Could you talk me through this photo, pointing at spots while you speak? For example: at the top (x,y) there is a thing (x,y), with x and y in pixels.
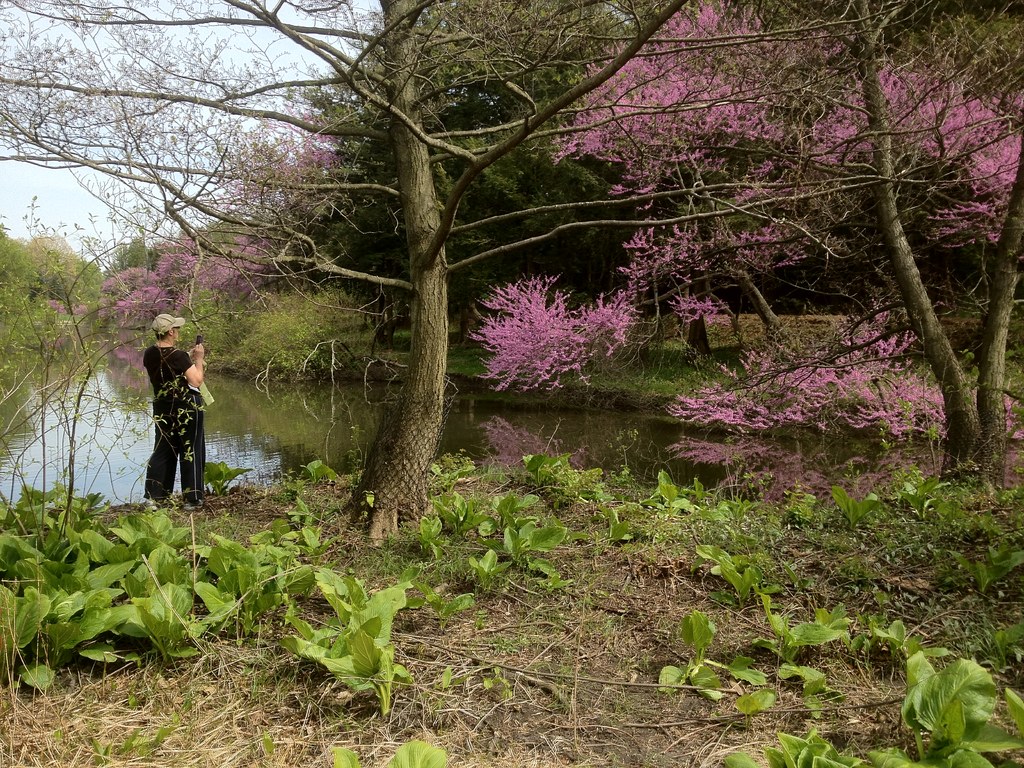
As we can see in the image there is grass (405,632), trees (1016,214), a man (182,358) standing over here, water (241,389) and on the top (163,34) there is sky (152,5).
